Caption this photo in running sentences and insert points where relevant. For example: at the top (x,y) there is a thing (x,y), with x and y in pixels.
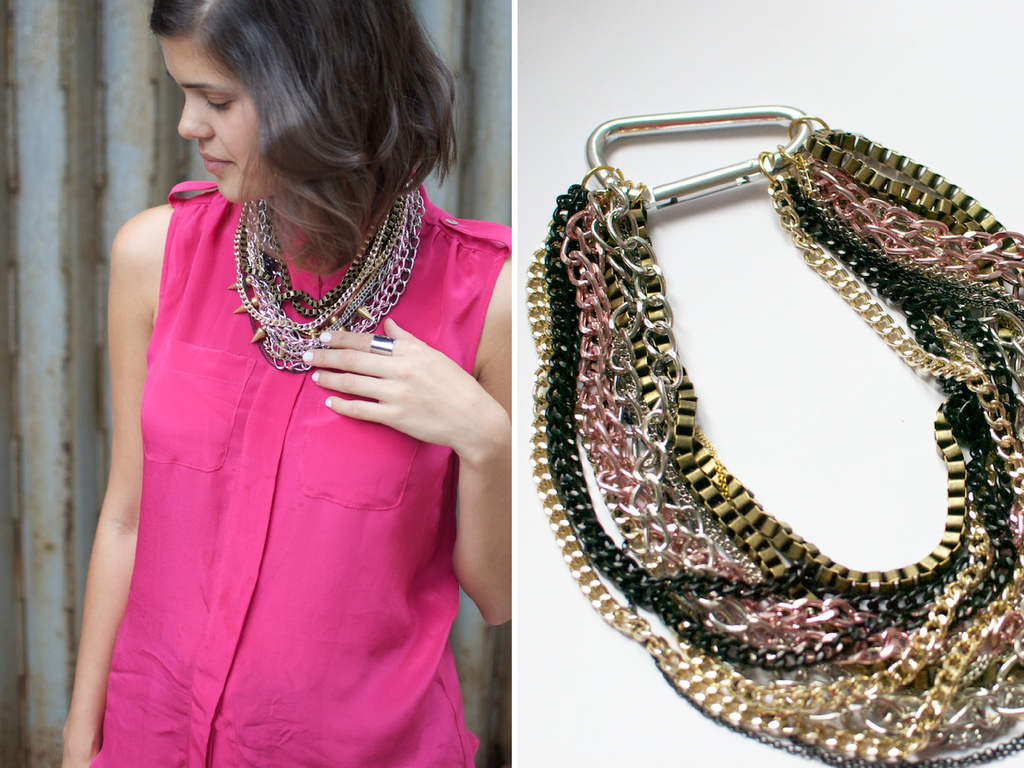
In this image I can see two collage photos. On the left side (315,150) I can see one woman (115,385) is standing and I can see she is wearing a pink colour dress (264,400) and a necklace (296,298). On the right side of the image (901,196) I can see a necklace (701,176).
